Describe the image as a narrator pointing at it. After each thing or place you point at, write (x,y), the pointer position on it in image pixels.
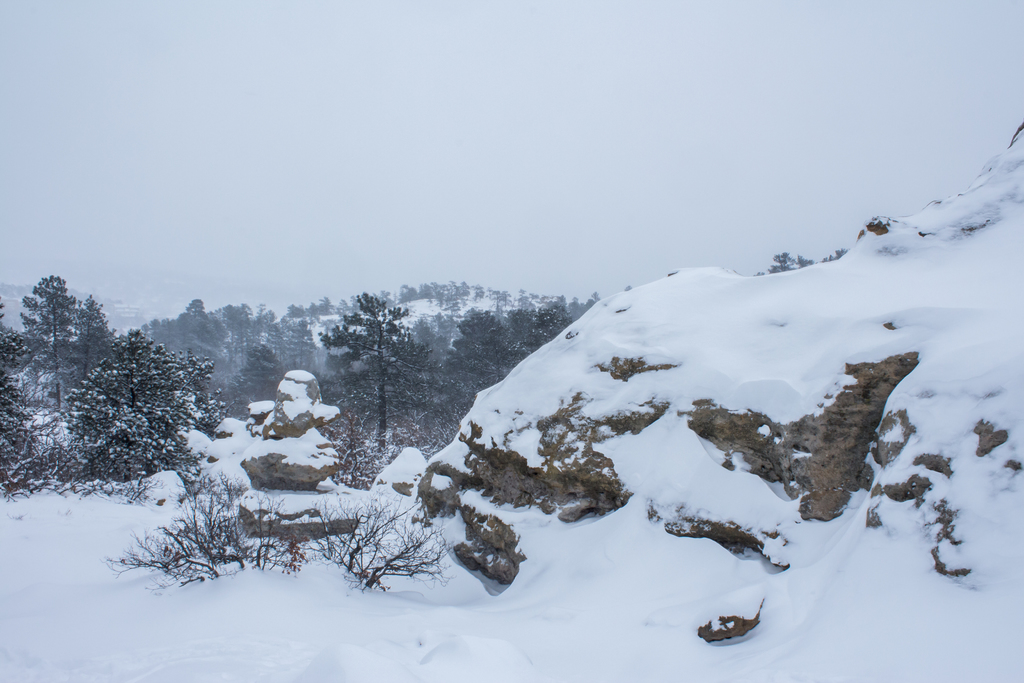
In this picture we can see the snow (349,603). There are a few plants (289,552), trees (273,328) and the sky (671,121) on top (681,106).
